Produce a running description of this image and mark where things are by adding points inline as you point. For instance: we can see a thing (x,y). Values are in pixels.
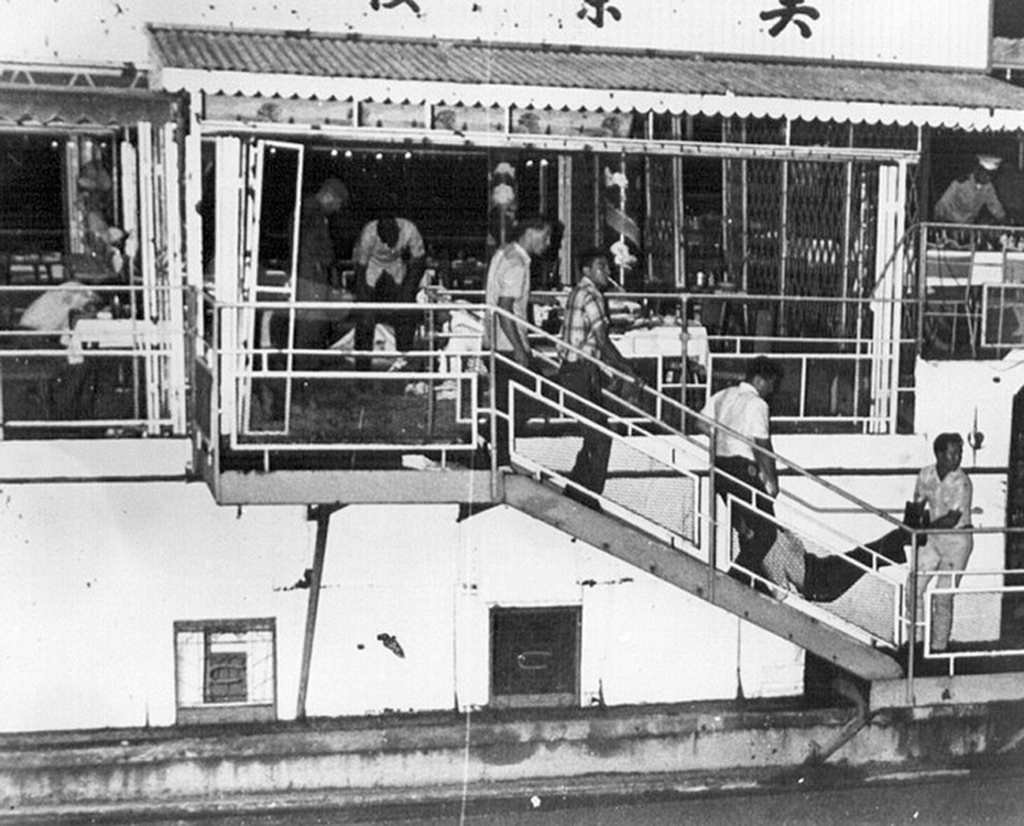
In this picture there are people (941,540) and we can see railings (622,474), windows (506,614), wall (458,598) and objects (945,243).
